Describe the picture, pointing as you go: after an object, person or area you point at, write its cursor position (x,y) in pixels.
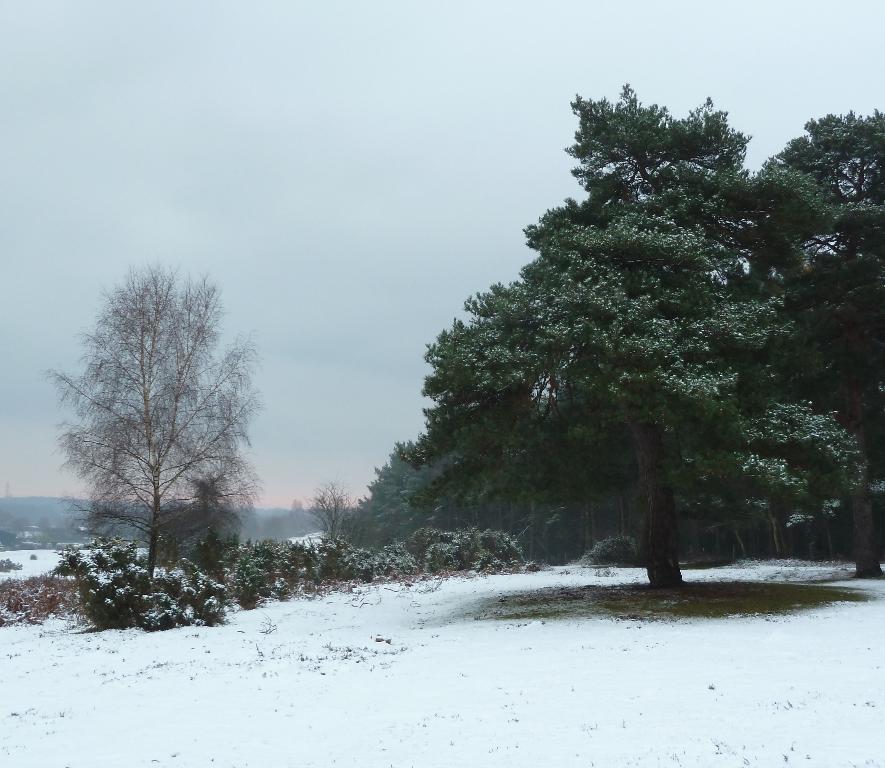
In this image we can see some trees (456,332) and plants (329,541) and we can see snow (283,711) on the ground (323,721). In the background (141,534), we can see the mountains (121,526) and at the top (85,221), we can see the sky (113,41).
